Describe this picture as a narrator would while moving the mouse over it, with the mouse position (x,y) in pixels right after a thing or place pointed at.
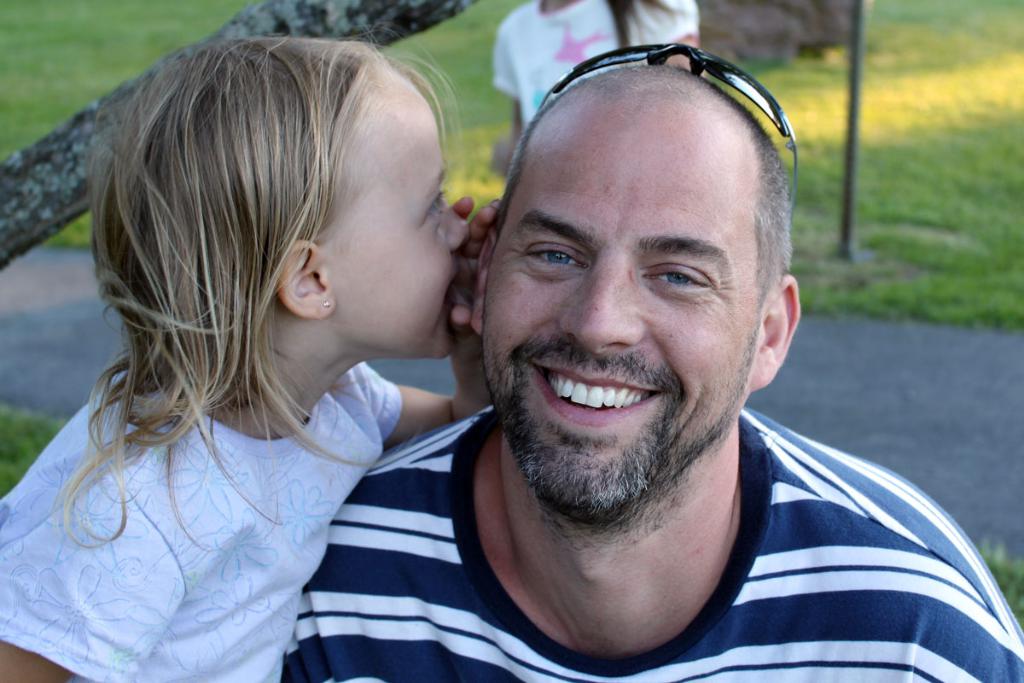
In this image I can see two persons (616,266), the person (617,198) at right (701,383) wearing white and blue shirt (344,528). The person (325,535) at left (321,537) wearing white shirt (280,553), background (481,61) I can see the other person (517,32) standing and grass (486,39) in green color.
